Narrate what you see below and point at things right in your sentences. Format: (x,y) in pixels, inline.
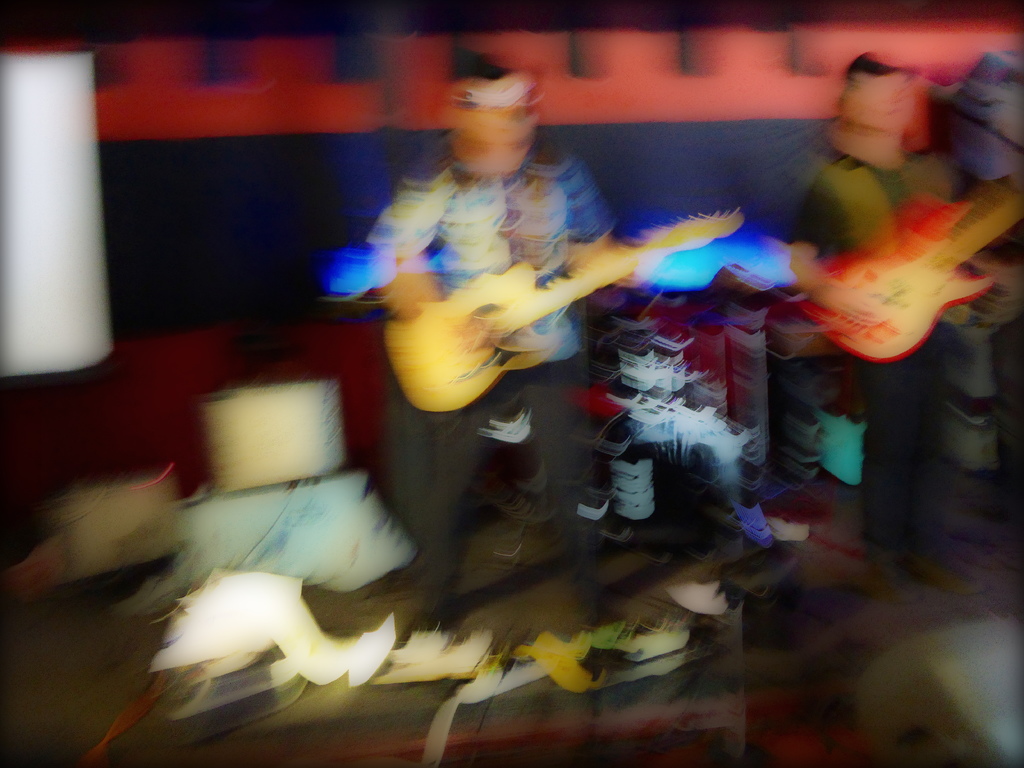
This is a blur image and here we can see people (395,419) holding guitars (470,348) and there are some other objects (715,505).
